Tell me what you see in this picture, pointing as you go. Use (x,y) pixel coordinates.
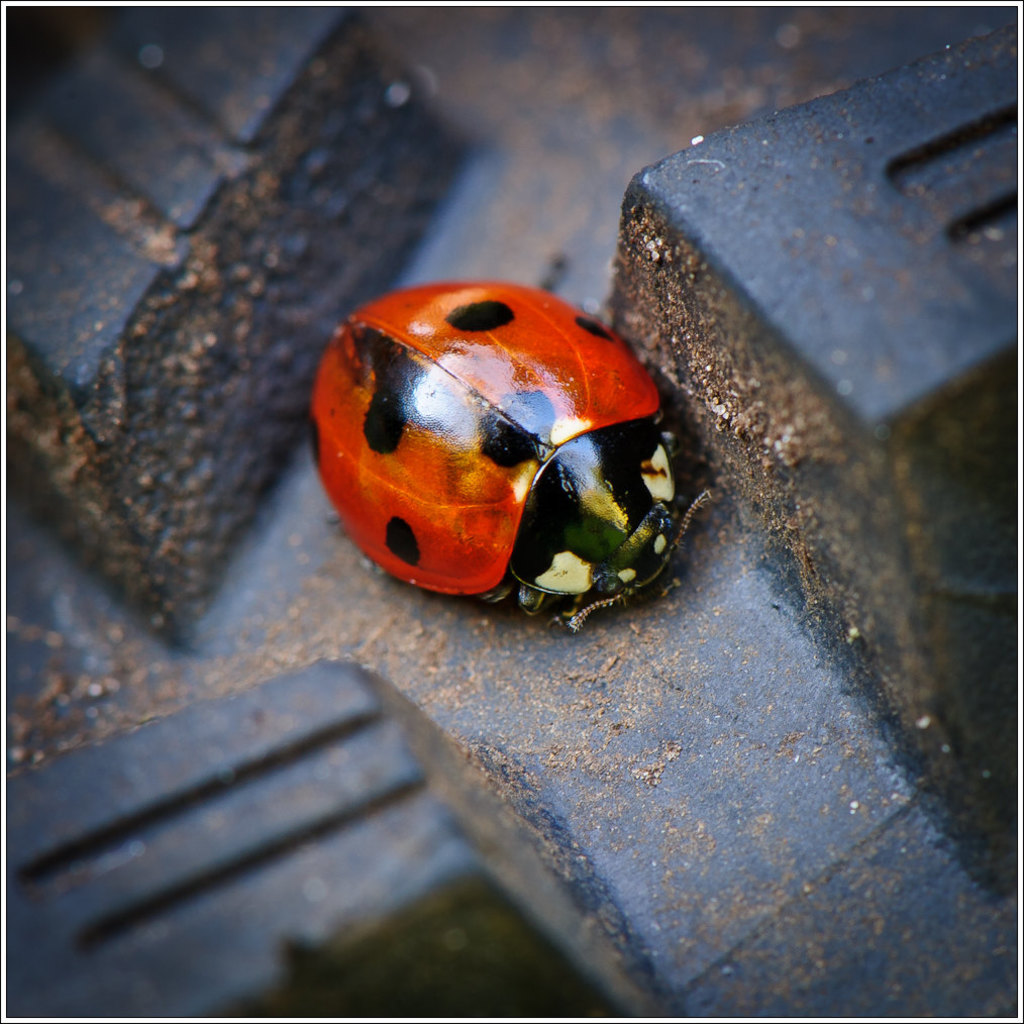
In the center of the image (557,454) there is a insect (557,454) on the surface (685,704).
